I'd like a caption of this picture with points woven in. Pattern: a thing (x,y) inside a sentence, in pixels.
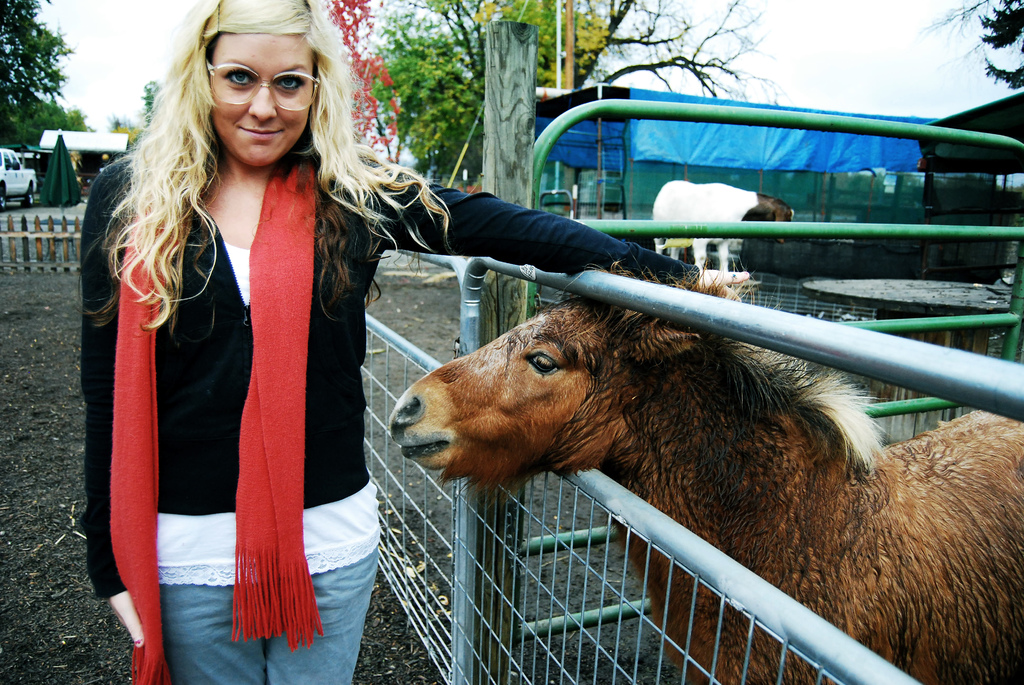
In the picture I can see a woman (196,564) standing on the ground (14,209) and she is on the left side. She is wearing a black top (114,333) and there is a scarf (273,237) on her neck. I can see the metal grill fence (859,332) and animals (916,571) on the right side (916,550). In the background (433,120), I can see the trees (21,139). There is a car (25,183) on the top left side of the picture (4,197).
